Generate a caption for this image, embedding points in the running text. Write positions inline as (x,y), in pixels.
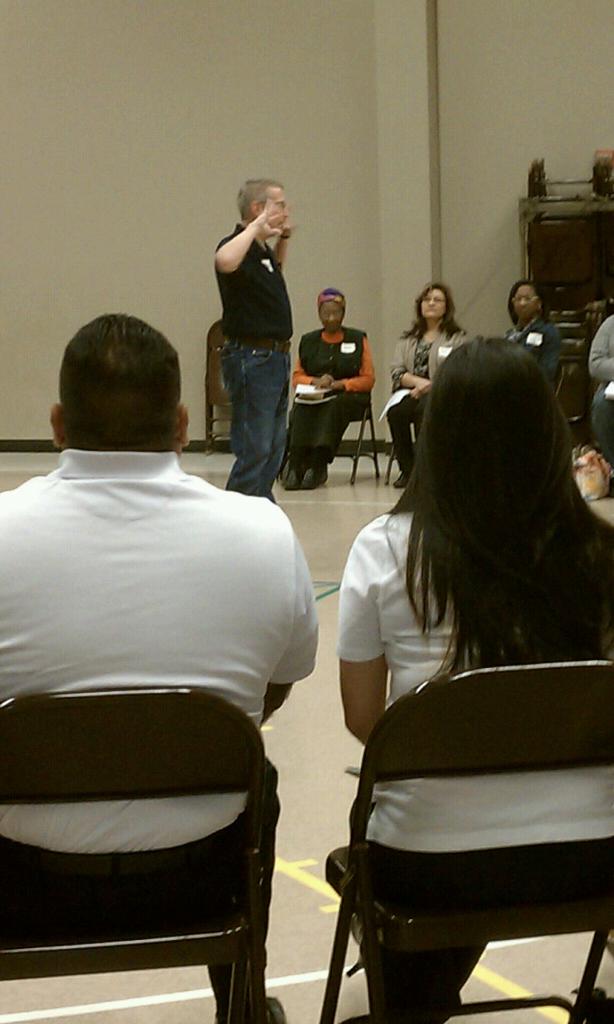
On the right corner (544,566), we see woman (454,548) in white t-shirt (480,808) is sitting on the chair (484,736) and the left corner (73,494) we see the man (73,479) in the white t-shirt (73,486) is also sitting on the chair (81,746). Both of them were watching the man (263,322) on the opposite side. The man (237,317) in black t-shirt (254,306) and wearing jeans (268,379) is mono acting and the people (325,353) on the opposite side are one two three, there are three women (355,344) sitting on the chair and watching the man (266,416) acting and the three women (320,427) are carrying papers (395,400) and they were wearing spectacles (532,299) and also blazers (548,345). Behind them, we find a wall (153,124) and next to it we find a cupboard (565,251) like which is brown in color.
